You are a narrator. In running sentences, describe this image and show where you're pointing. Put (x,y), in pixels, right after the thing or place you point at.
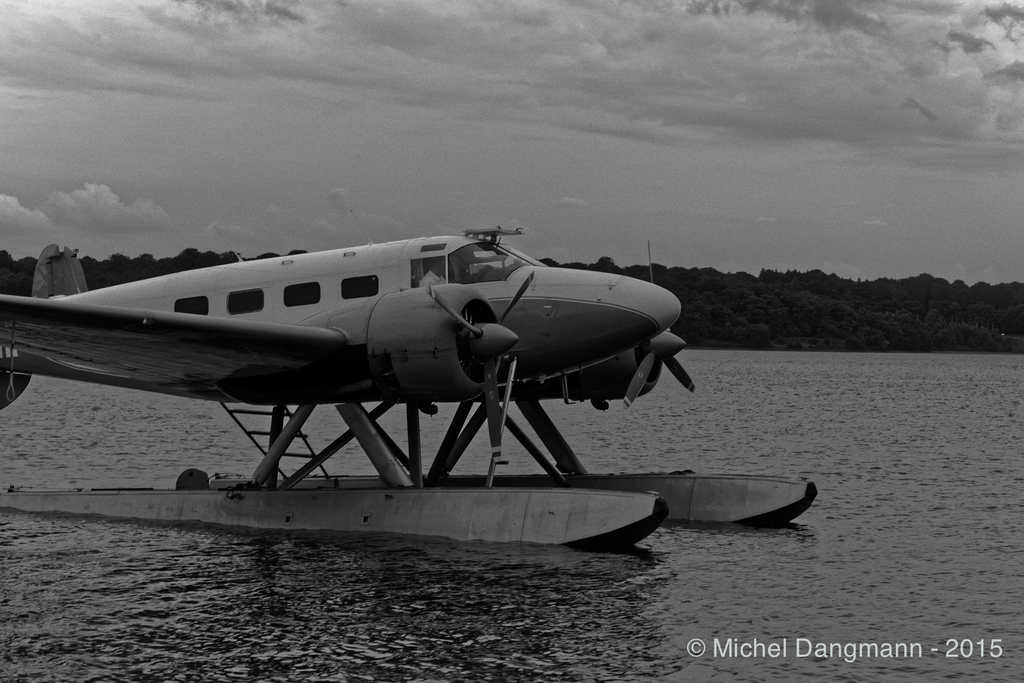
It is the black and white image in which there is an aircraft (392,379) in the water (909,401). In the background (832,317) there are trees (716,297). At the top (555,105) there is the sky (555,105).
